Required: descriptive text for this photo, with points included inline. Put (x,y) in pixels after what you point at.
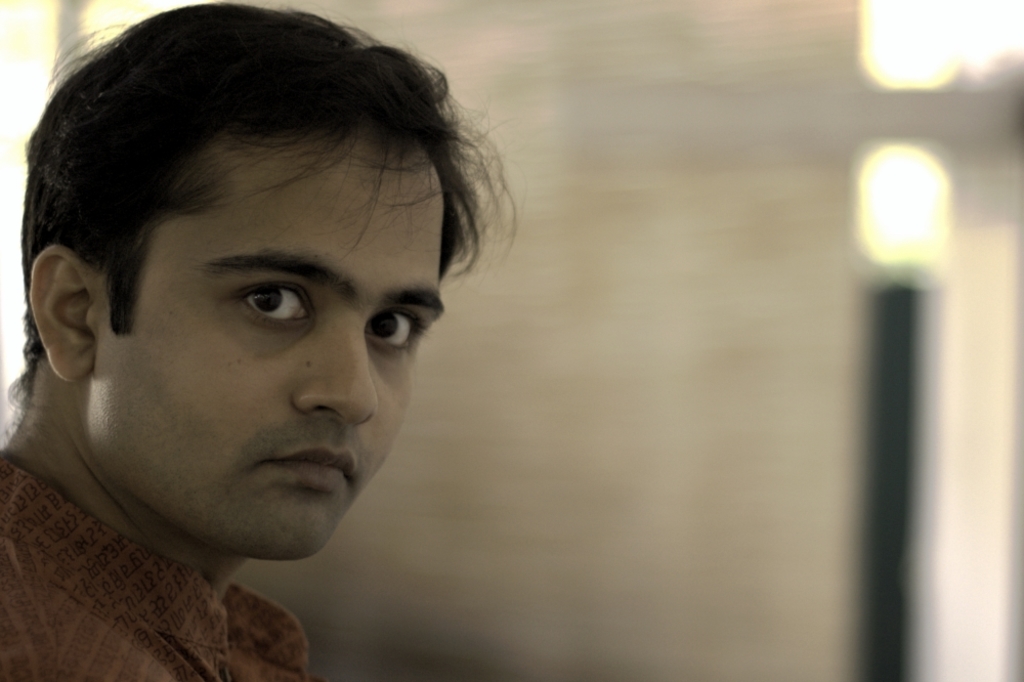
In this image there is a man (123,349). On the right side (873,177) top corner there are lights (922,52).
